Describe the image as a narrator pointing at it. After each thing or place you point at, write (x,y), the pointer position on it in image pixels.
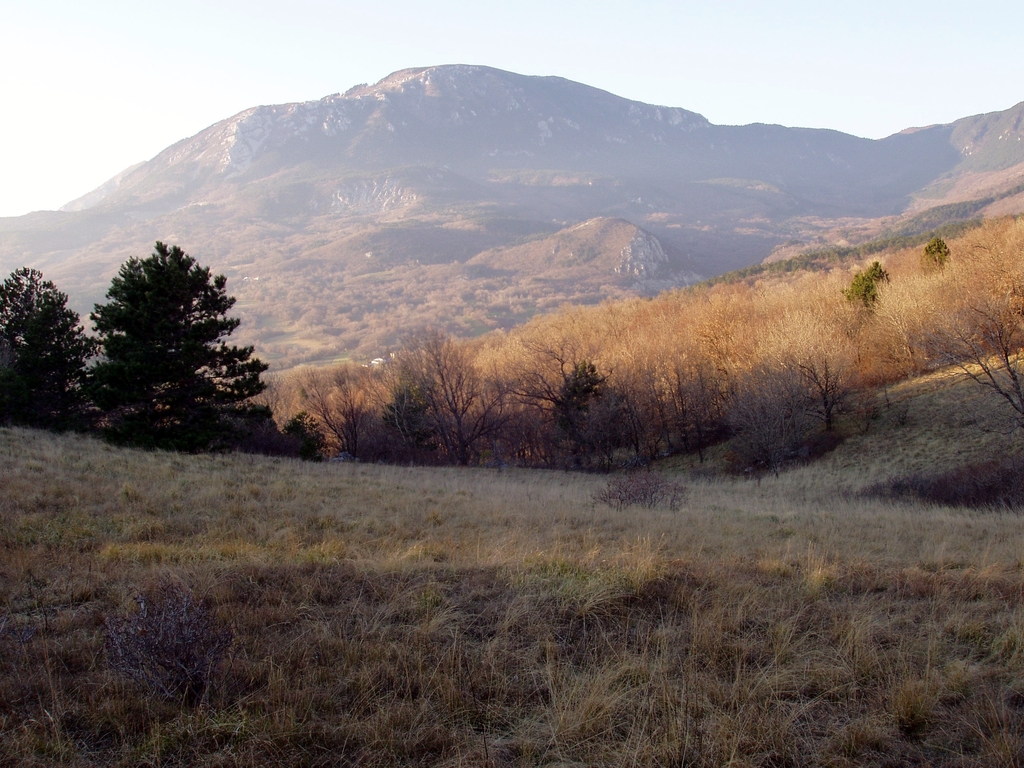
In this image we can see land (587,538) full of dry grass (541,608). Left side of the image (190,375) trees (146,366) are there. Background of the image (506,220) mountain (472,200) is present.
